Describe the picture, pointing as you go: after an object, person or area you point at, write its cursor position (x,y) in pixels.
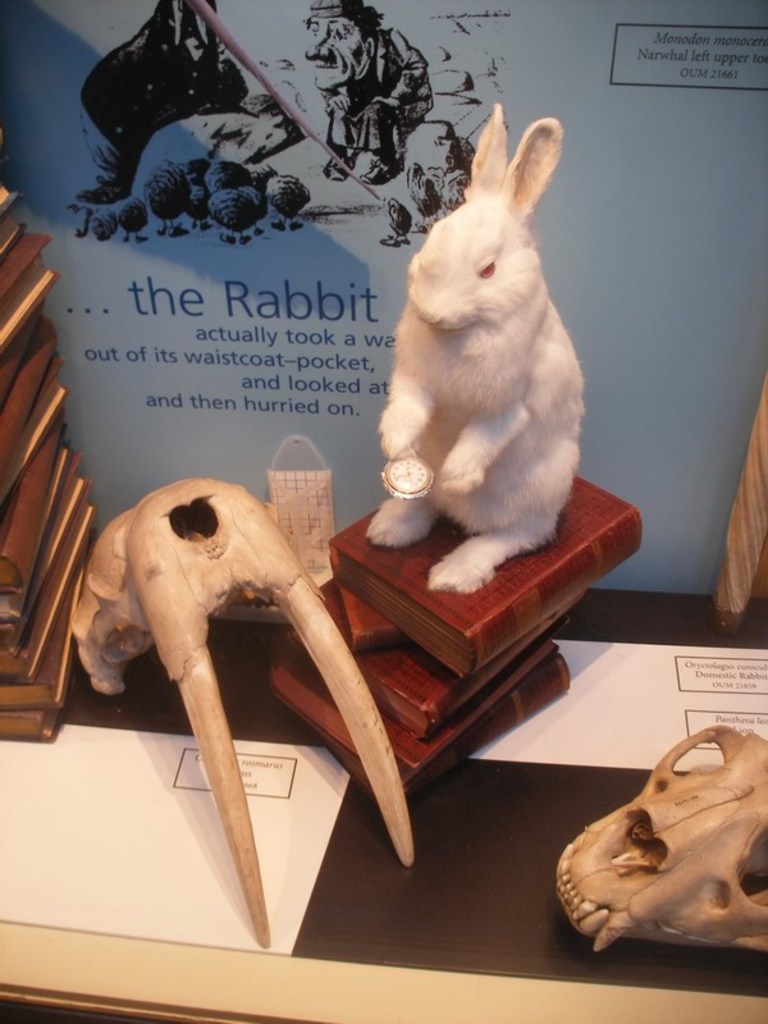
In this image I can see a depiction of a white colour rabbit (538,458) and I can see this rabbit (434,446) is holding a watch (412,474). I can also see number of books (353,626), few white colour papers (749,710), a bone (125,618) in the centre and on the right side of this image (765,827) I can see a skull (648,878). I can also see something is written in the background (731,85).
